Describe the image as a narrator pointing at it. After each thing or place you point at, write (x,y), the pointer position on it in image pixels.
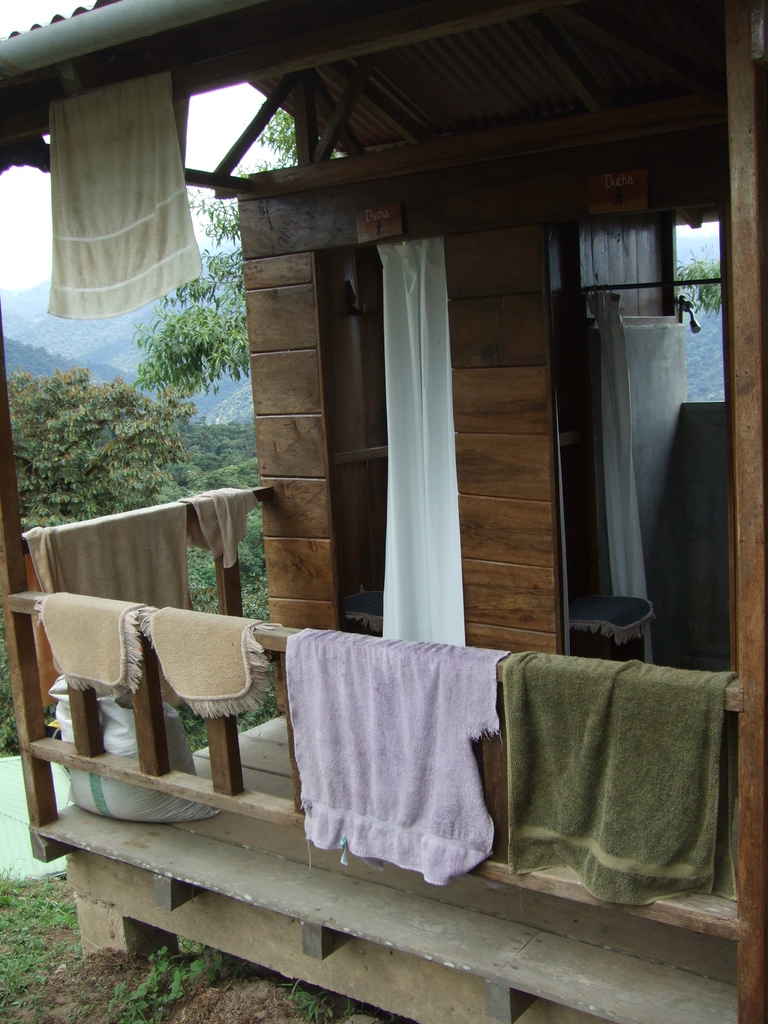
In this picture we can see clothes (421,718), railing (156,738), board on the wall (647,226), bag (159,821) on the floor (196,860) and plants (32,964). In the background of the image (174,446) we can see trees (167,360) and sky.
